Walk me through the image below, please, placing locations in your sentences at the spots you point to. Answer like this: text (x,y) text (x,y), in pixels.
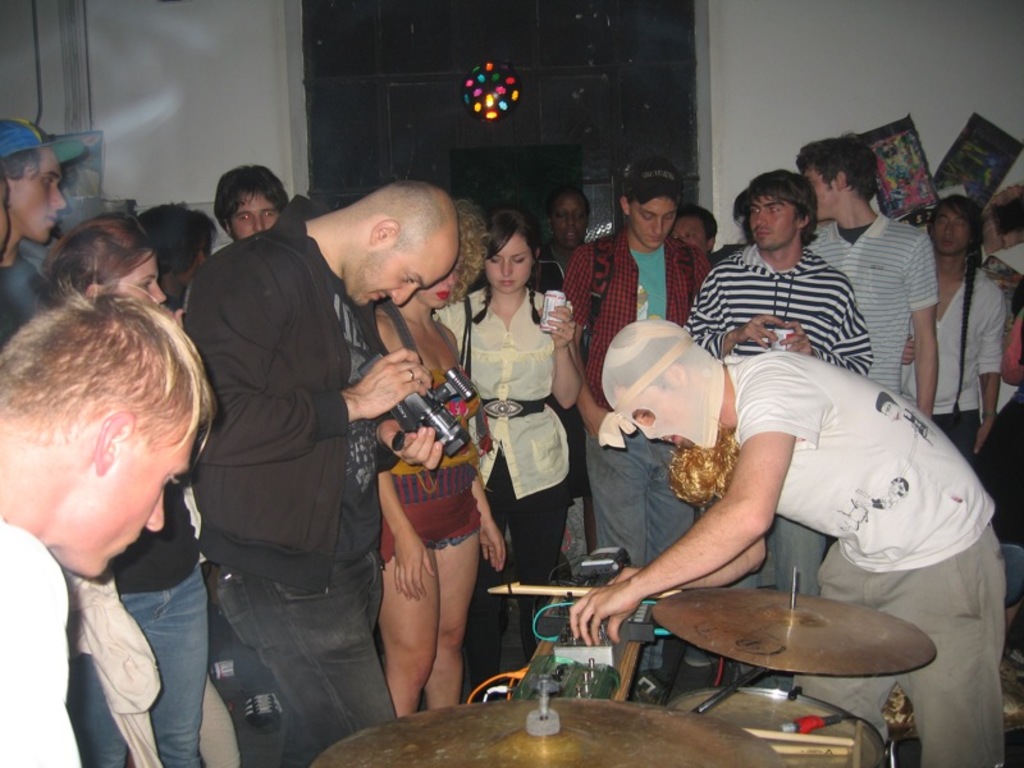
There are group of people (173,233) standing and this man (343,463) holding a camera (455,373), in front of this man (963,670) we can see musical instrument (554,702) and this man (681,447) wore mask (706,398). In the background (219,120) we can see posters (927,198) on a wall (199,119) and glass (397,155).
